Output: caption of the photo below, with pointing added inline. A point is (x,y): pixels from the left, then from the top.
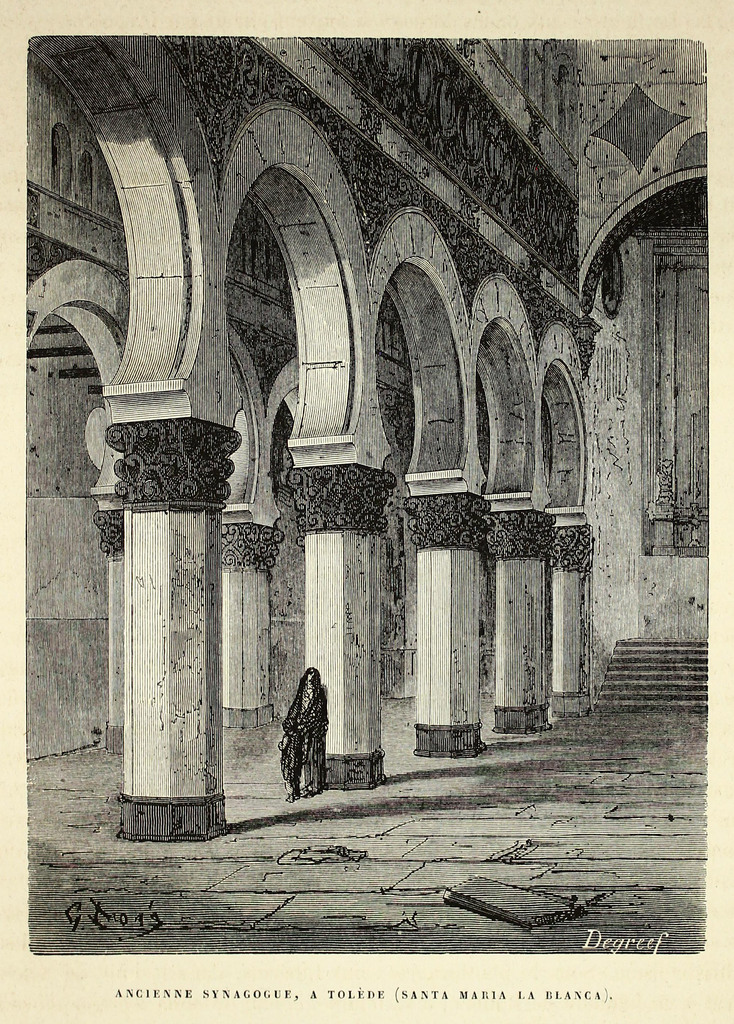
This is an edited image. Here I can see few pillars (254,617) and a person (302,745) is standing beside the pillar (342,637). On the right side (661,668), I can see the stairs (661,648) and wall (678,579).
